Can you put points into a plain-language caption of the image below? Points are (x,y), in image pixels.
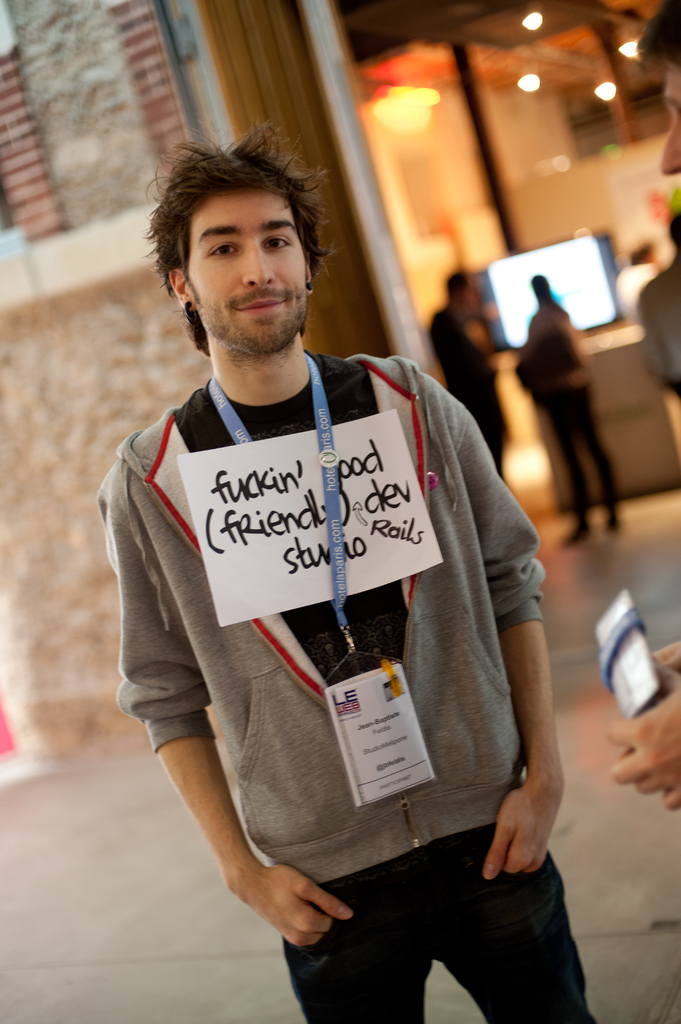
In this picture we can see a man (355,912) and he is wearing an id card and a poster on him, on the right side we can see a person's hand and an id card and in the background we can see the wall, few people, lights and some objects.
